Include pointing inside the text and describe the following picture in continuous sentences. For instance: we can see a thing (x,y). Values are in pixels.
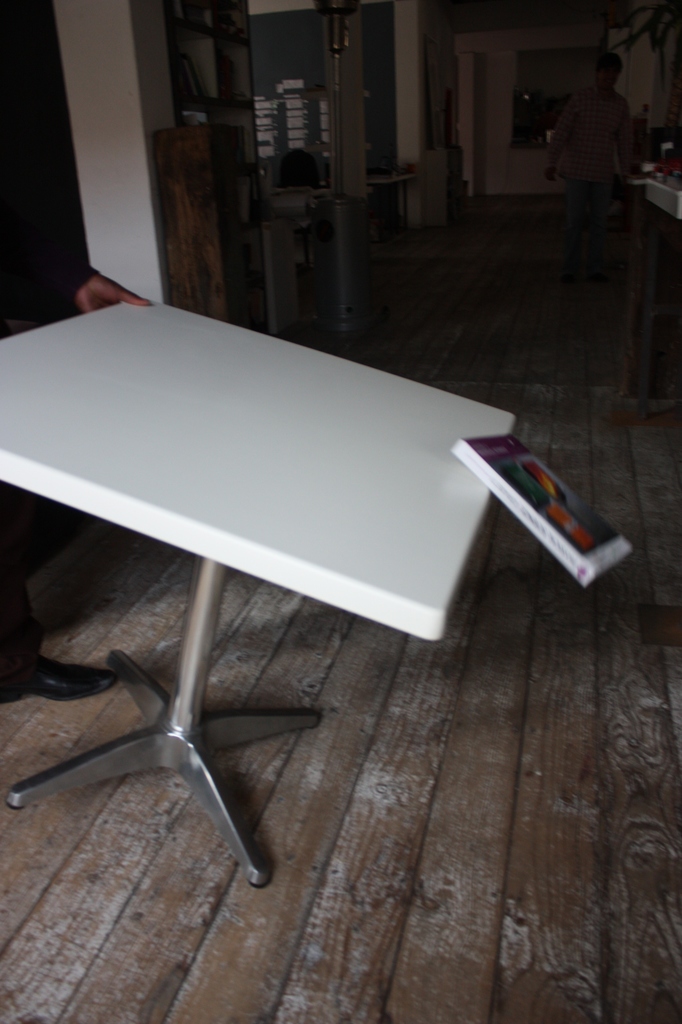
This is an inside view. Here I can see a book (493,486) on a table (334,500) and it is falling down. On the left side (27,622) there is a person (24,517) standing and lifting this table (106,407). In the background (383,218) there are few boxes (426,185), tables (395,179) and some other objects (189,222) are placed on the floor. On the right side (587,194) there is another person (602,167) standing. There are few pillars (106,71).
